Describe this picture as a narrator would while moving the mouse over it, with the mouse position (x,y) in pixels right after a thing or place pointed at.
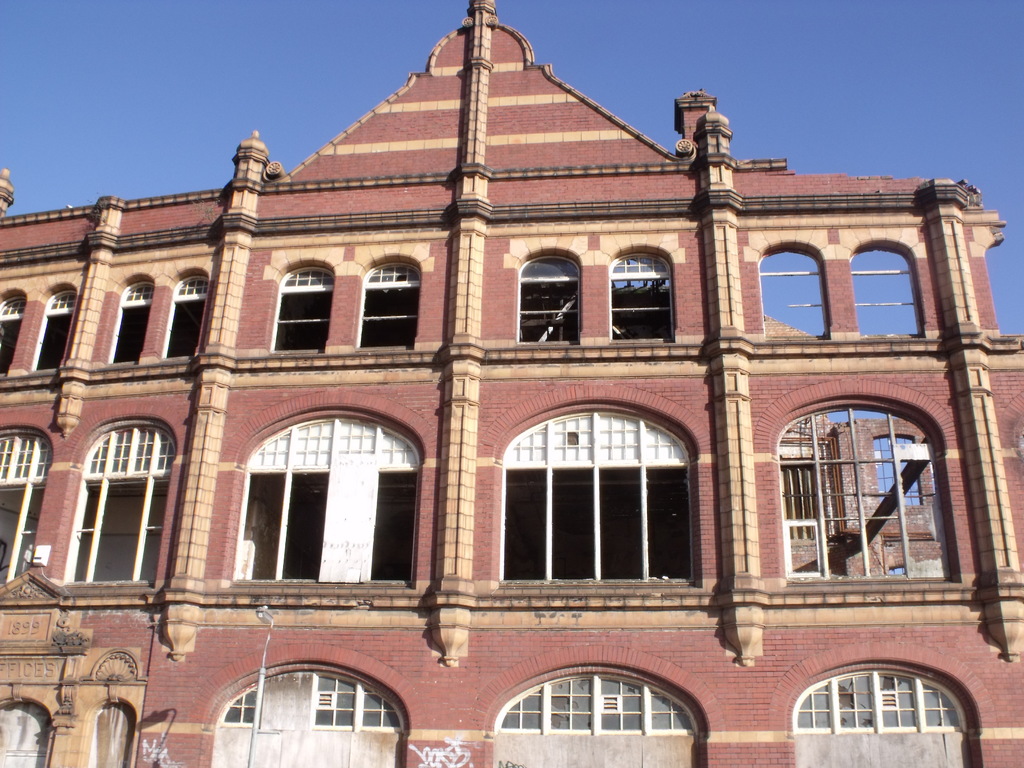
In the bottom left corner of the image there is a pole (267,638). In the middle of the image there is a building (493,112). At the top of the image (193,122) there is sky (235,122).
